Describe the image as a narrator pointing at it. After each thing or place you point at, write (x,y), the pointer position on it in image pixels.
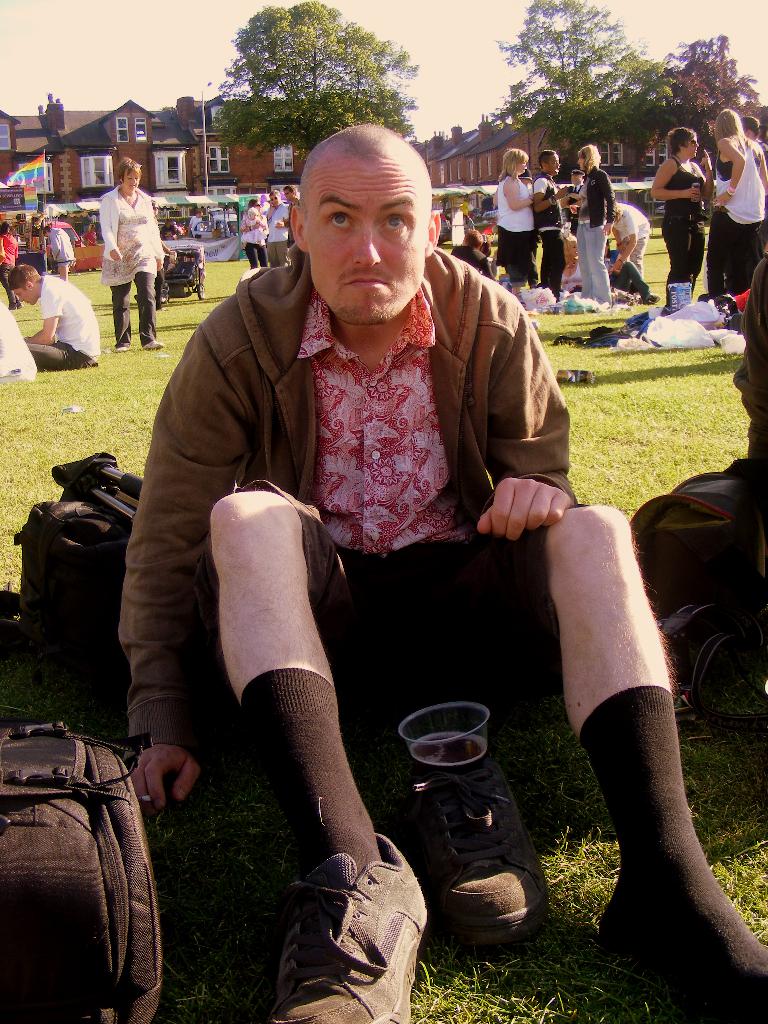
This is the man (439,634) sitting on the grass (547,735). He wore a jerkin (253,413), shirt (364,541), short (350,572), socks (339,791) and shoes (376,959). These are the luggage bags (88,539). This looks like a glass (453,754) which is kept in a shoe (468,823). I can see groups of people (151,239) standing and sitting. These are the buildings (158,147) with windows (229,164). I can see the trees (548,53).
